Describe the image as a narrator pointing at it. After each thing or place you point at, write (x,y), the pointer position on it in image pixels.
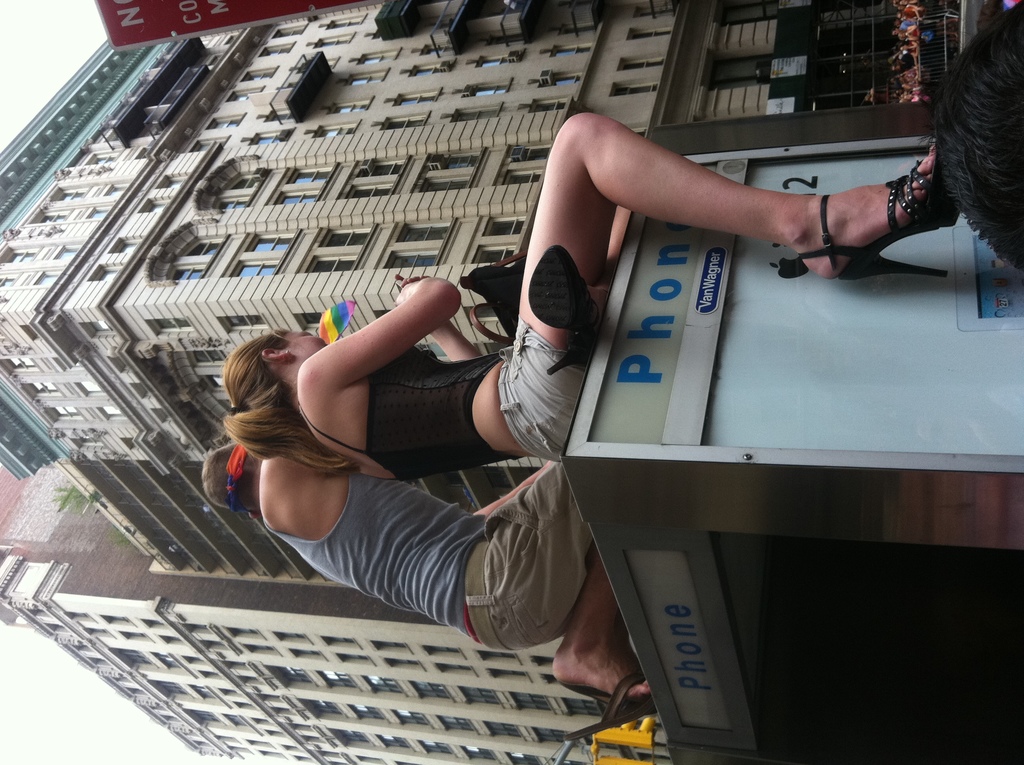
In this image we can see a man (566,585) and a woman (618,224) sitting on a phone booth (610,446) containing a bag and some text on it. On the backside (890,63) we can see a group of people (875,98) sitting, a building (523,185) with windows (260,321), some plants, a signboard (136,45) and the sky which looks cloudy.
